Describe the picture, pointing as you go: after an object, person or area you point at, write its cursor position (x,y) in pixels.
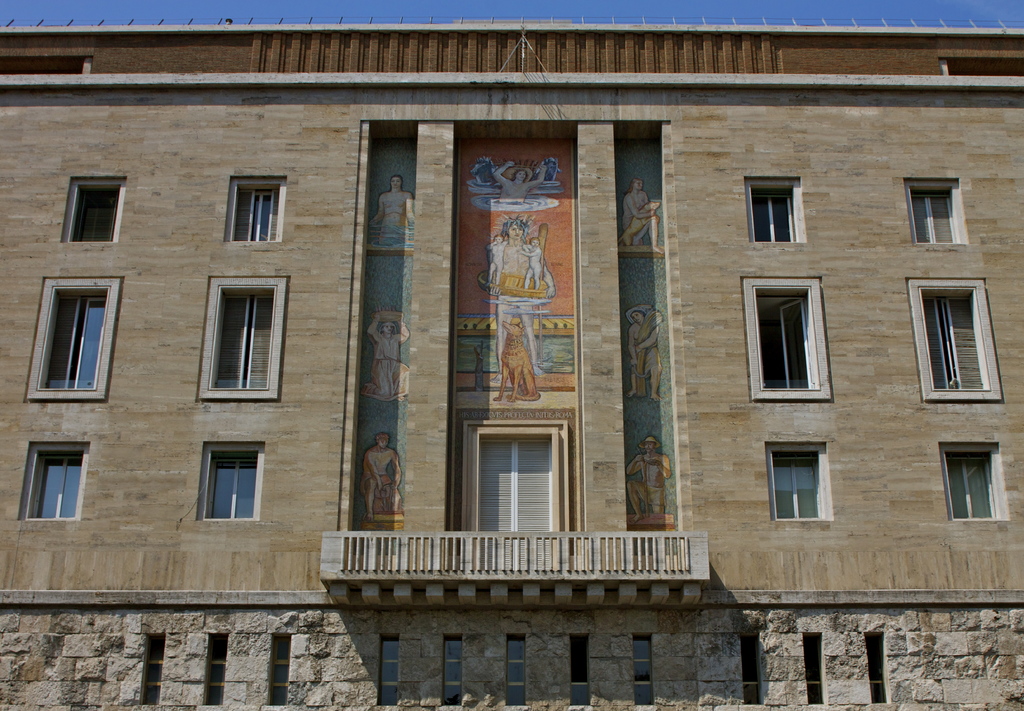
In this image I can see a building (329,325), glass windows (245,484), railing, door (485,497) and few pictures (507,309) on the wall (670,64). The sky (633,15) is in blue color.
